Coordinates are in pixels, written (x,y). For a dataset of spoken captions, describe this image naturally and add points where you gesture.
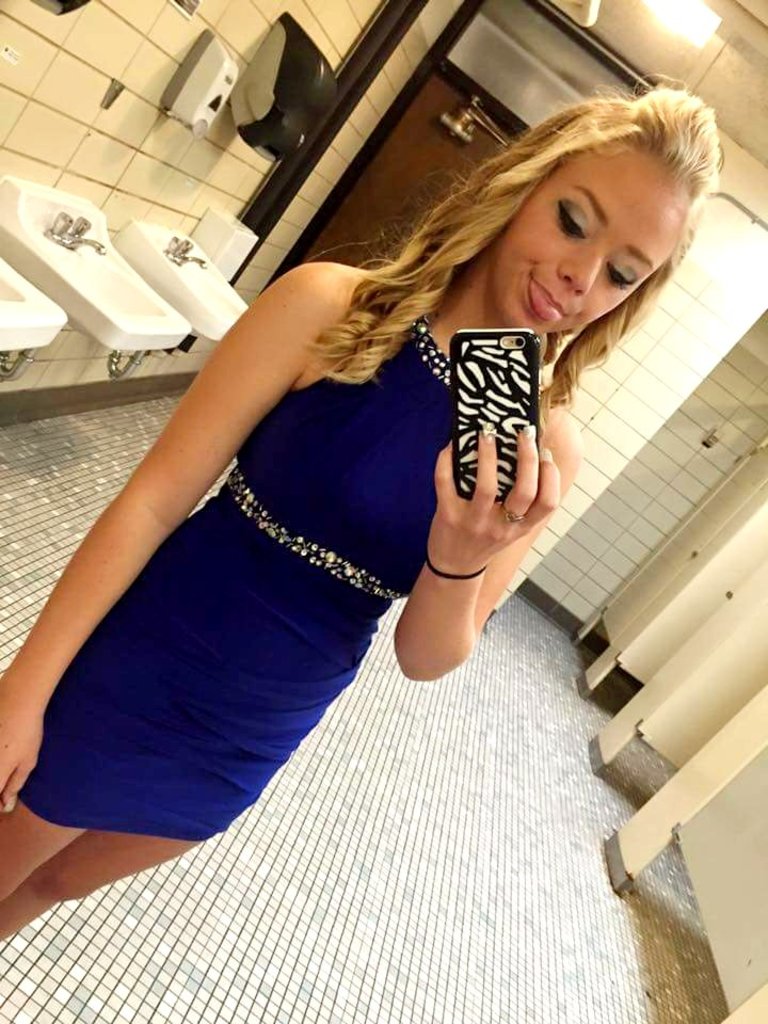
A beautiful woman (555,232) is taking a selfie in the washroom (376,665), she wore a blue color dress (318,617). In the left side (193,289) there are wash basins (120,292).
